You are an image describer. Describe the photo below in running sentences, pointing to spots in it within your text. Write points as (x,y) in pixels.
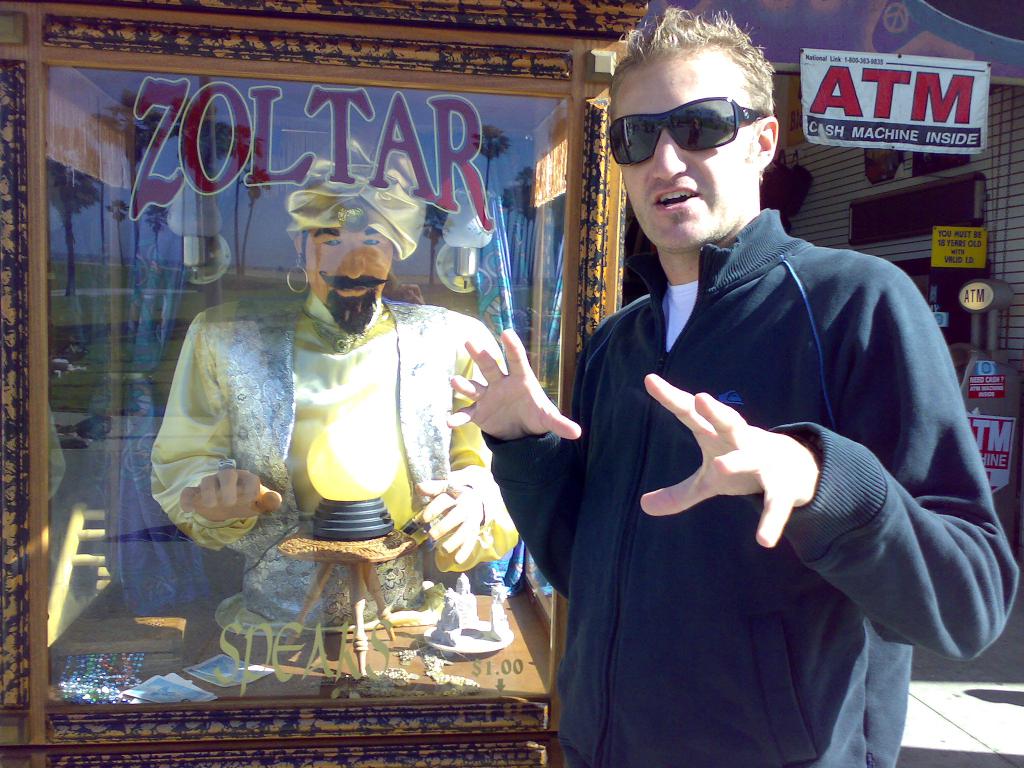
On the right side of the image (811,582) we can see a man (718,404) standing. He is wearing glasses (724,114), next to him there is a fortune teller (321,356). In the background (826,128) we can see boards (939,231).
